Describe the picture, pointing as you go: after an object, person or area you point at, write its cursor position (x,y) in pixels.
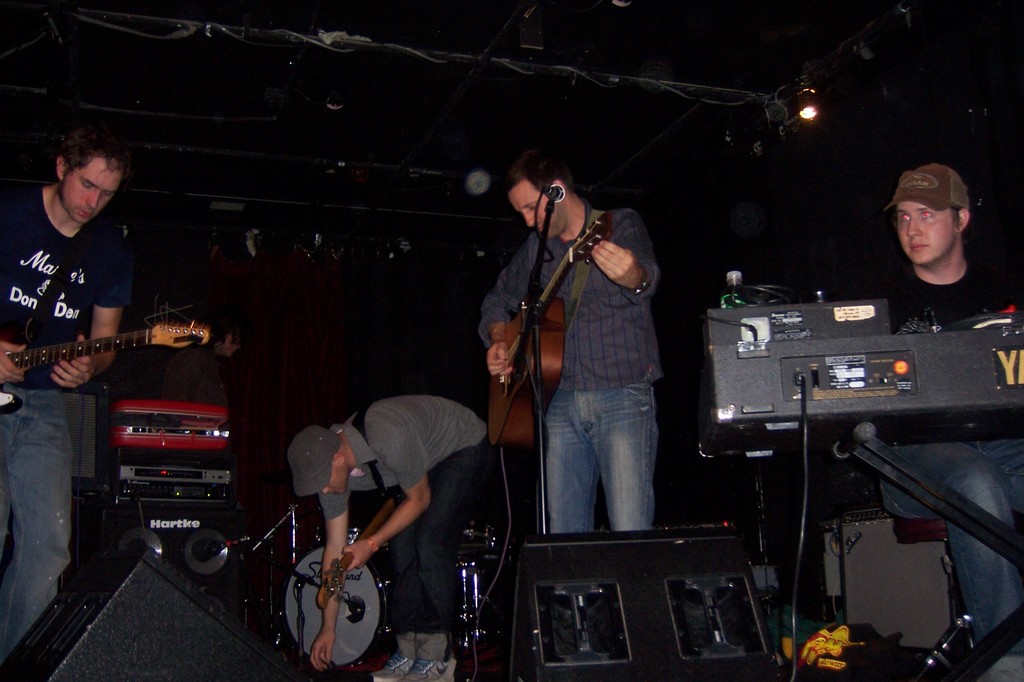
In the image we can see four persons (462,468). In the center (596,314) we can see one man (582,365) he is holding guitar (544,395). In front of him we can see the microphone (549,185). And coming to the left side person (55,322) he is also holding guitar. Coming to the right side person (941,320) he is sitting. And coming to the background (437,521) we can see one man (448,520) and few musical instruments (473,542).
